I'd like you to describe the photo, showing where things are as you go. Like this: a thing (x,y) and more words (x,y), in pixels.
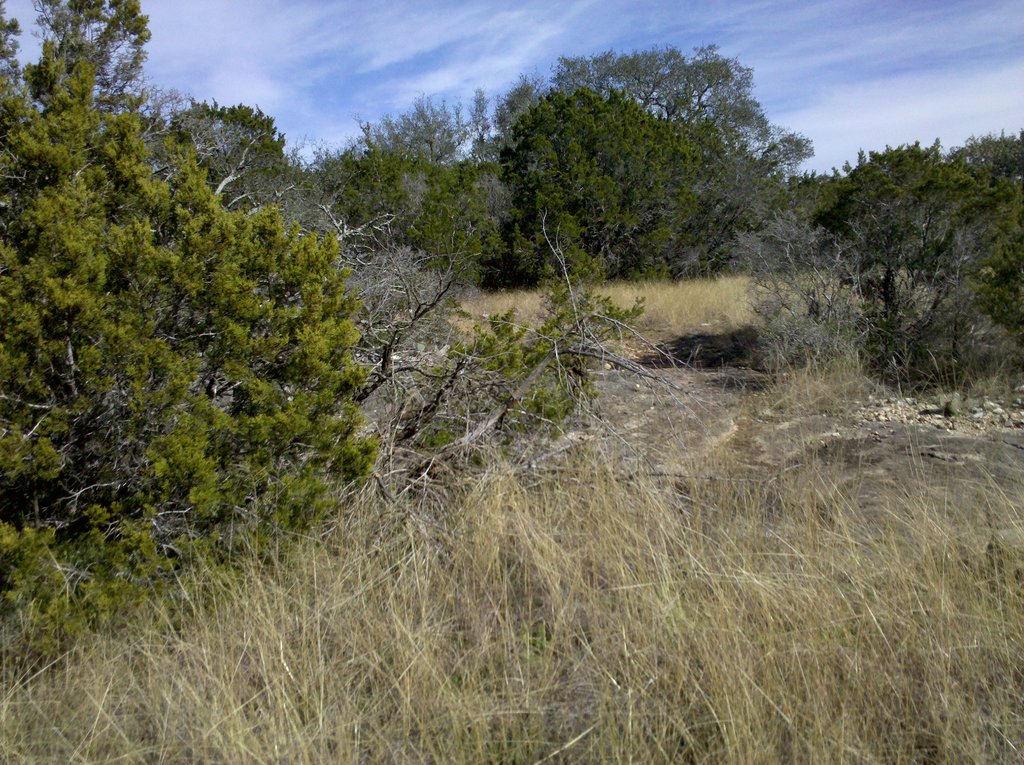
This picture might be taken from forest (231,252). In this image, we can see some trees (588,270) and plants (453,359). In the background (430,218), we can also see some trees (478,110), at the bottom (511,586), we can see a grass (665,604).
